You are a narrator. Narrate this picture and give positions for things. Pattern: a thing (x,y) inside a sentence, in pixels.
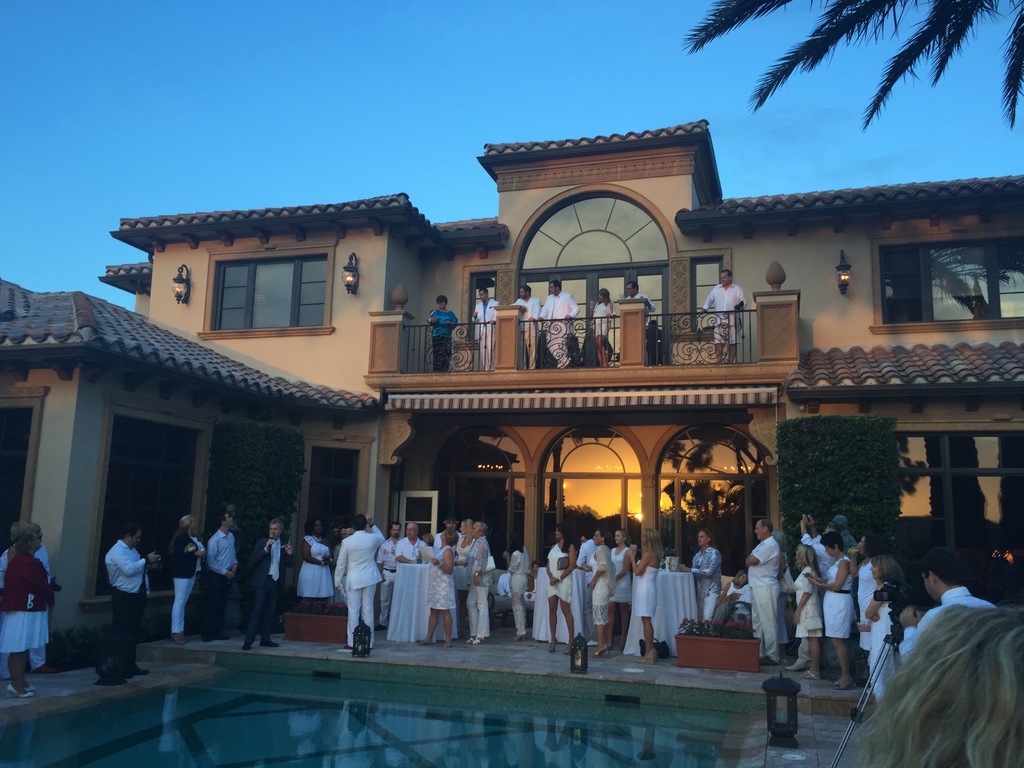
Bottom of the image (201,755) there is water (201,755). In the middle of the image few people (523,609) are standing and watching. Behind them there are some plants (57,633) and building (564,228), on the building (290,247) few people (661,361) are standing and watching. Top of the image (774,154) there is sky (1006,142).
